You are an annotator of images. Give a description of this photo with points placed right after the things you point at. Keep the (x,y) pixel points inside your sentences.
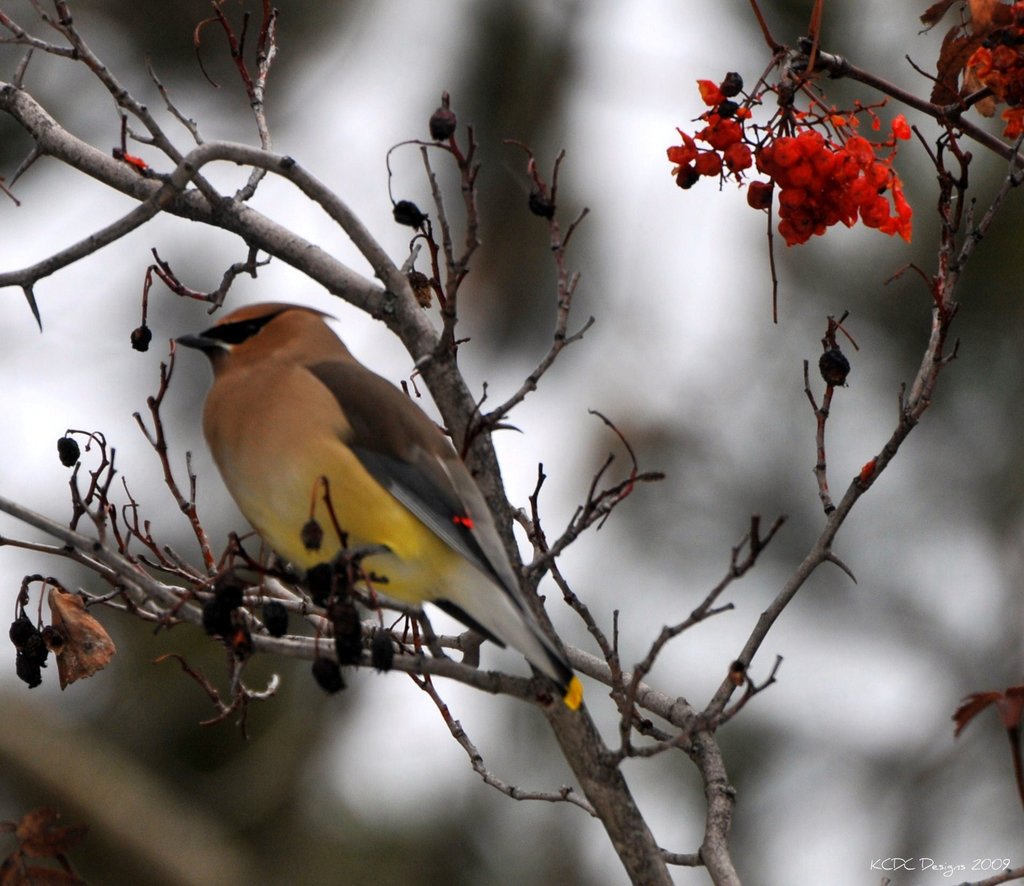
On the left side (256,440), there is a bird (428,421) on a branch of a tree (113,150) which is having fruits (817,182). And the background (572,879) is blurred.
